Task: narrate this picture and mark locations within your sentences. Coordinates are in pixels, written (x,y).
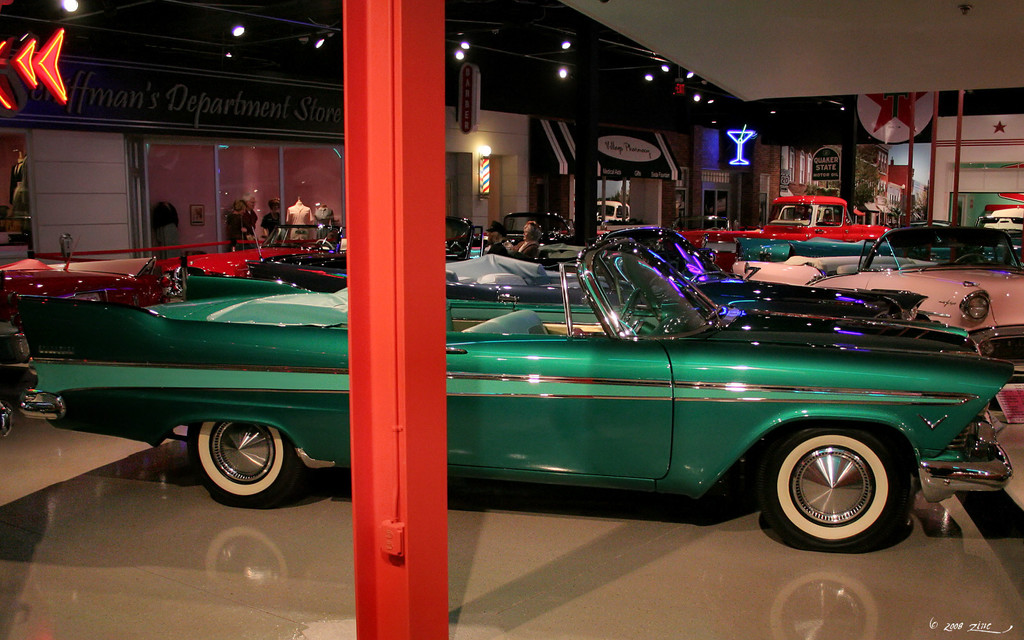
This picture is clicked inside the hall (902,552) and we can see the group of people (515,249) and the group of cars (949,355) parked on the ground (666,509). In the background (734,183) we can see the lights (560,67), pictures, text (612,147) and many other objects (661,193). In the center (378,355) we can see a red color metal object (409,242). In the bottom right corner (937,623) we can see the watermark (976,625) on the image.
